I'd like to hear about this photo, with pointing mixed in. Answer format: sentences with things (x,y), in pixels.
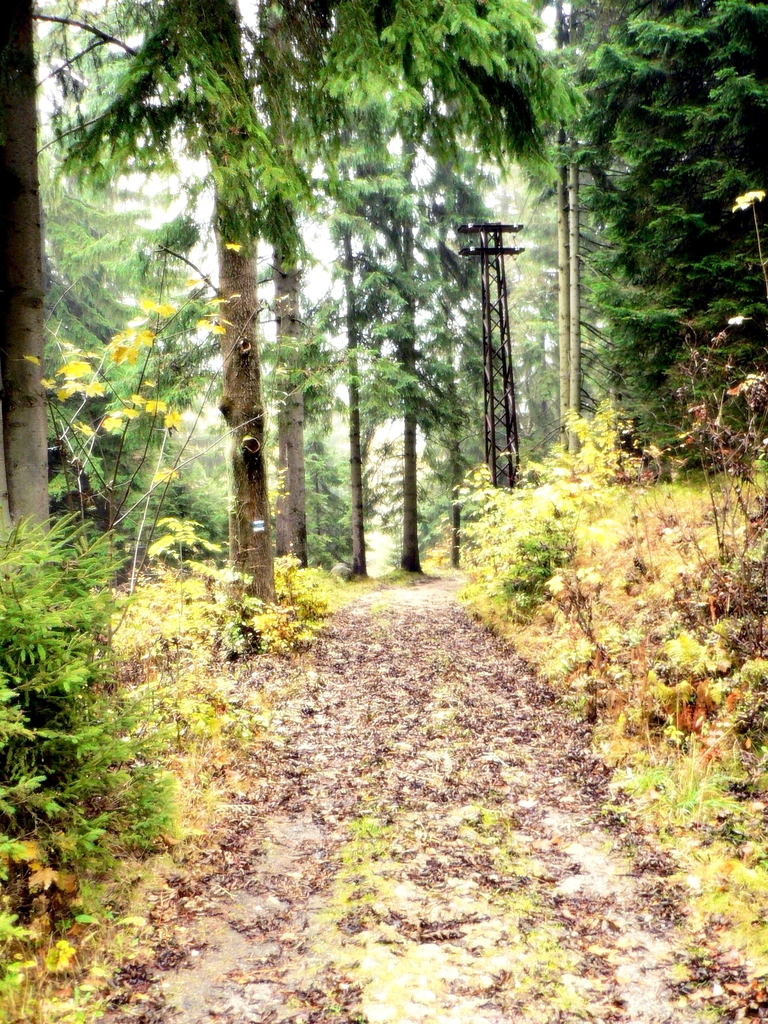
In this picture there is way (468,961) in the center of the image (496,679) and there are trees (532,353) and poles (515,226) in the image.
